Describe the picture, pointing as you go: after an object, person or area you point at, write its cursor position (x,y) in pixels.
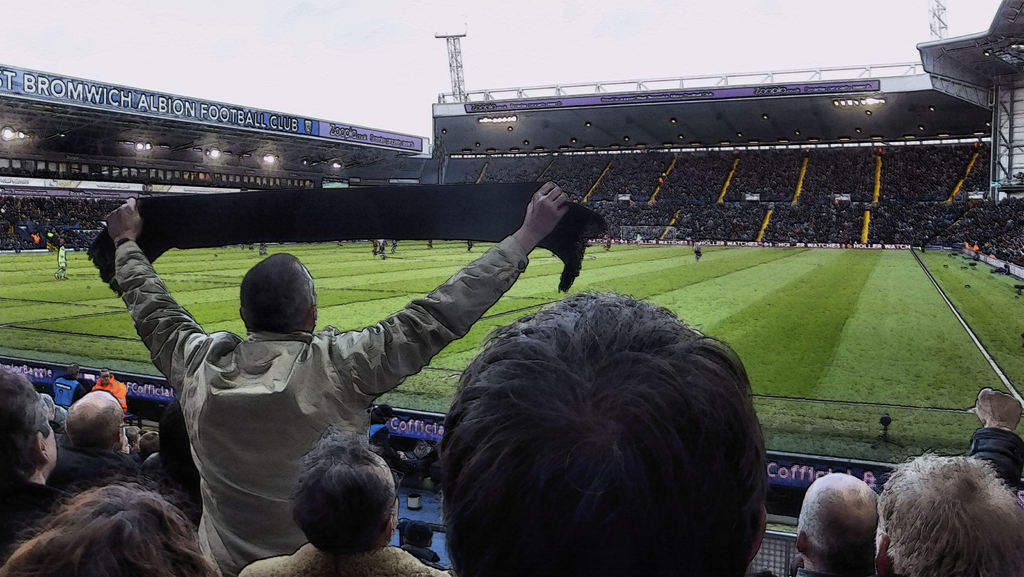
This is an edited image. In this image we can see a group of people (507,462) sitting. In that a man (303,446) is standing holding a cloth (280,236). We can also see some people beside the fence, a group of people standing on the ground (874,372), the stadium seating (690,235), the sign boards (676,241) with some text (629,243) on them, the metal frames (499,96), some poles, some ceiling lights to the roof (314,166) and the sky (209,44) which looks cloudy.
